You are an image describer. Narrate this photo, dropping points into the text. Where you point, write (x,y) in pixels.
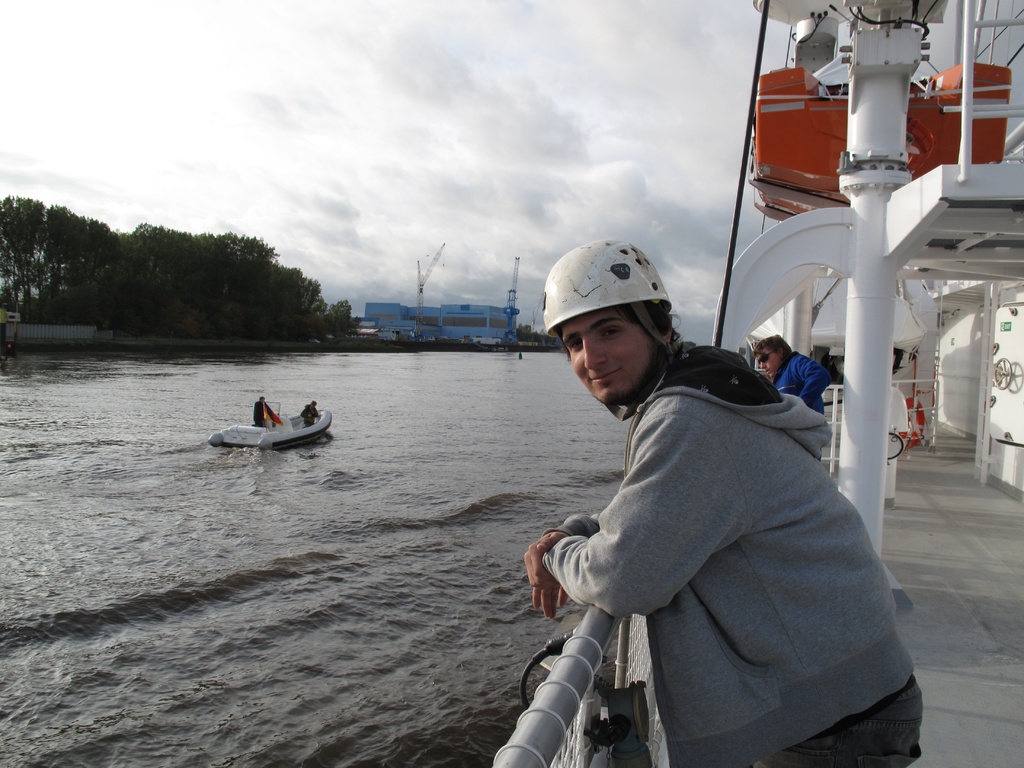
Here in this picture we can see a person (694,485) standing in a ship (512,748), which is present in a river (516,377) over there, as we can see water (466,668) present all over there and we can see other people (807,364) also standing in the ship (866,363) and in the water (317,441) we can see another boat (284,437) present with a couple of people (313,422) in it and the person (660,317) in the front (654,336) is wearing helmet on him and in the far we can see buildings (443,331) present and we can see trees (149,331) and plants (84,266) all over there and we can see clouds (326,213) in the sky (414,84).
